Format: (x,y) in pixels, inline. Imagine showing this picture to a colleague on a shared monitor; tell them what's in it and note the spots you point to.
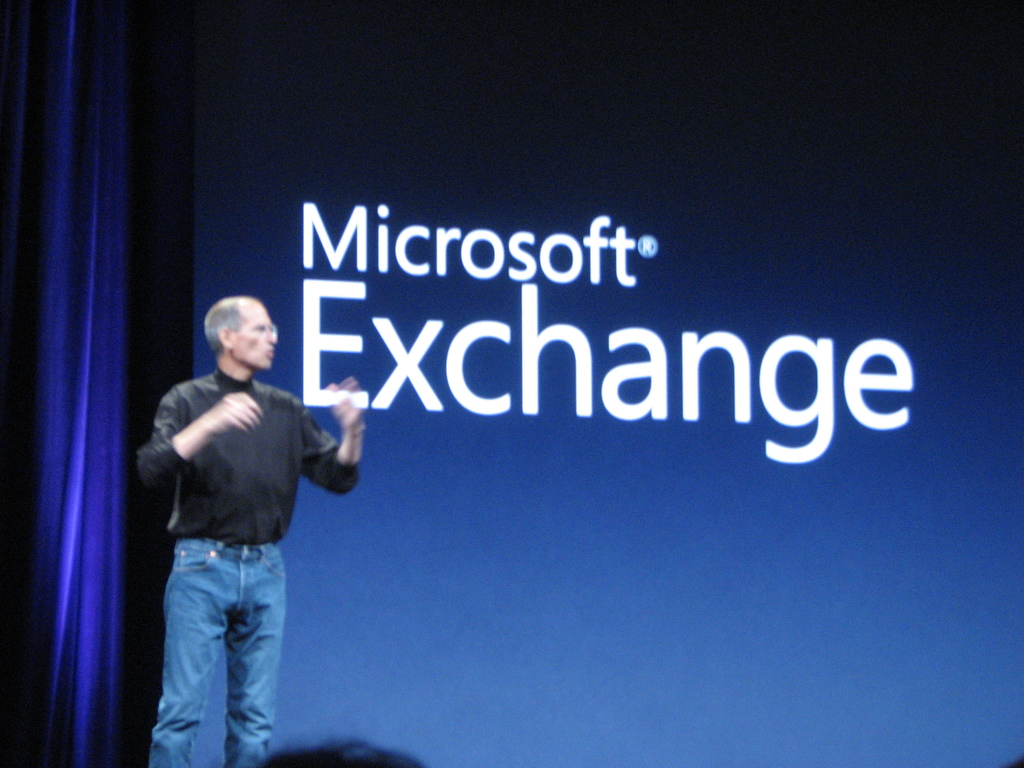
In this picture we can see a person (260,566) standing on the stage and in the background (298,575) we can see a curtain (69,43), board (493,308).
